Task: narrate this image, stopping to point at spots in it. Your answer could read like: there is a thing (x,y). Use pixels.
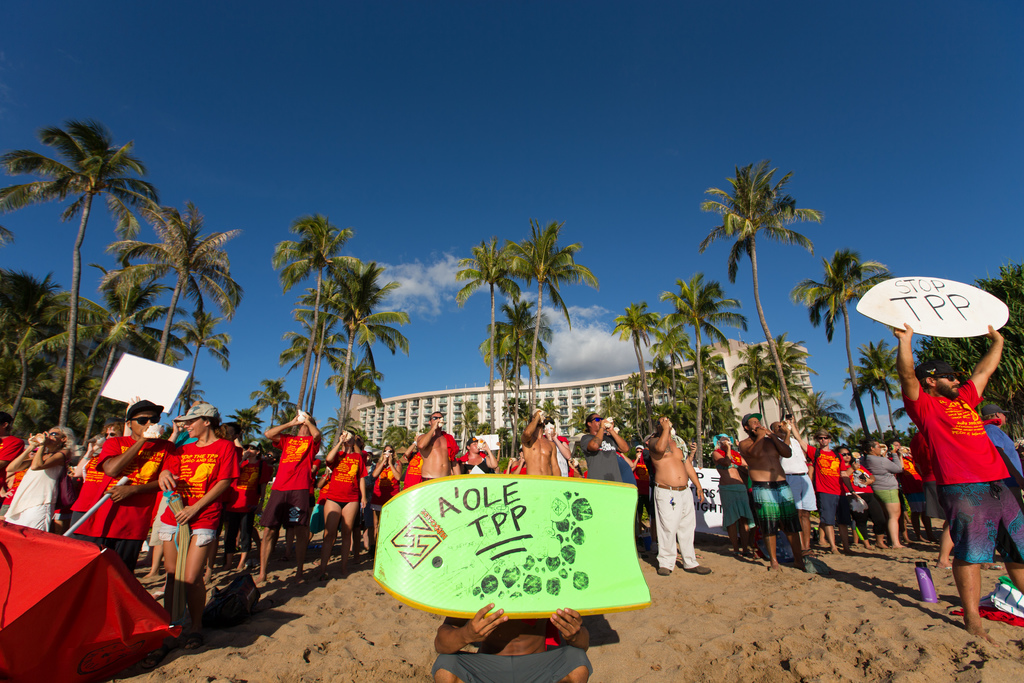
This image is taken outdoors. At the top of the image (286,110) there is a sky (472,202) with clouds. In the background (639,397) there are many trees (22,349) and there is a building (729,356). At the bottom of the image (767,634) there is a ground (298,637) with sand (376,613) on it. In the middle of the image (472,438) many people (125,473) are standing on the ground (237,563). A few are holding placards (906,296) with text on them and a man (135,463) is holding an umbrella (86,604) in his hand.
